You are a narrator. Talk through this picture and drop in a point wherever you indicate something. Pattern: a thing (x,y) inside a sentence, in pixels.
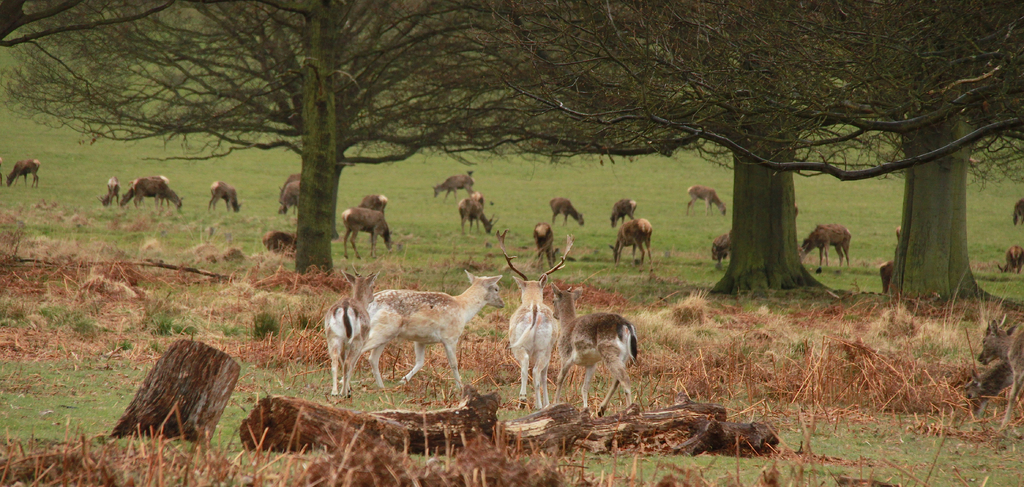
In this picture there are deers (517,319) in the center of the image (403,318) there are logs (548,412) at the bottom side of the image (206,401) and there are grass land (446,385) and trees (313,62) in the background area of the image (630,106).
